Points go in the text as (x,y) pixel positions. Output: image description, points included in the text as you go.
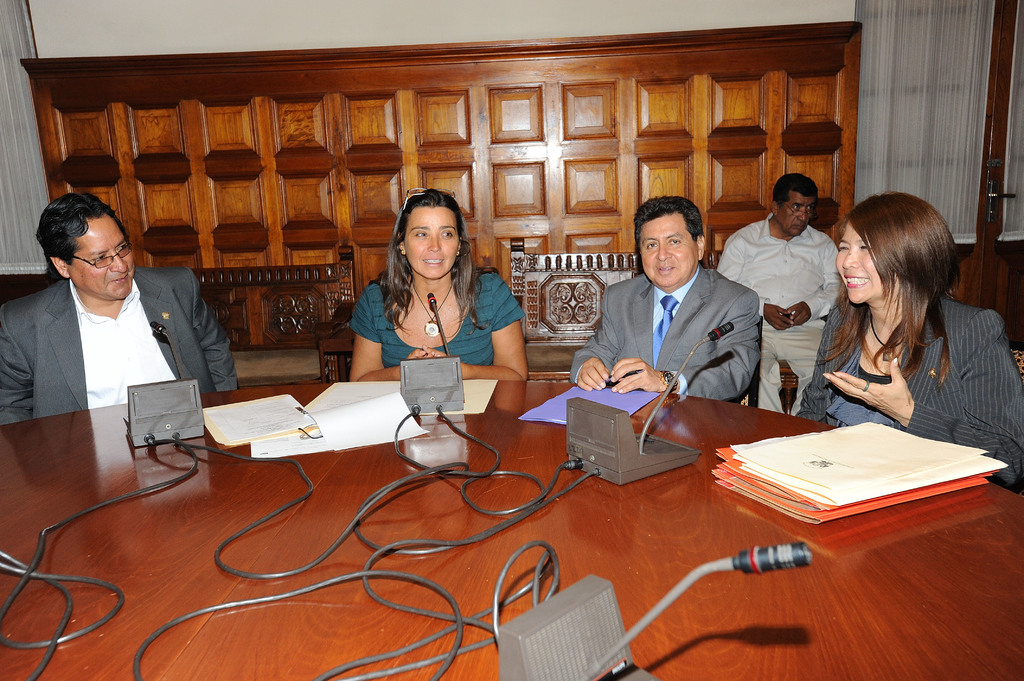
In the image in the center (456,339), we can see four persons (49,321) are sitting and they are smiling. In front of them, there is a table (529,443). On the table (426,524), we can see wires (461,542), files (791,496), papers (273,414), microphones (178,416) etc. In the background (884,123) there is a wall (797,5), curtains (980,180), benches (340,295) and one person (805,242) sitting.
